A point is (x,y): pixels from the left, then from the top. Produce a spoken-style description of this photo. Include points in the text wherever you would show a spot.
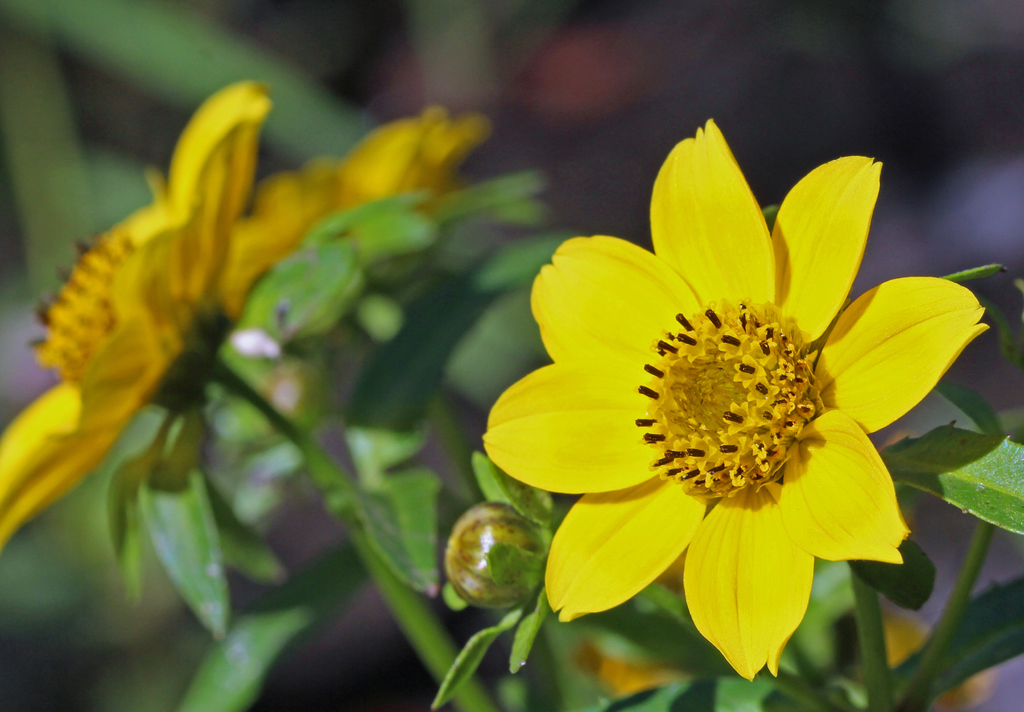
Here we can see yellow flowers (890,352), bud (467,557) and leaves (417,540). Background (787,75) it is blur.
